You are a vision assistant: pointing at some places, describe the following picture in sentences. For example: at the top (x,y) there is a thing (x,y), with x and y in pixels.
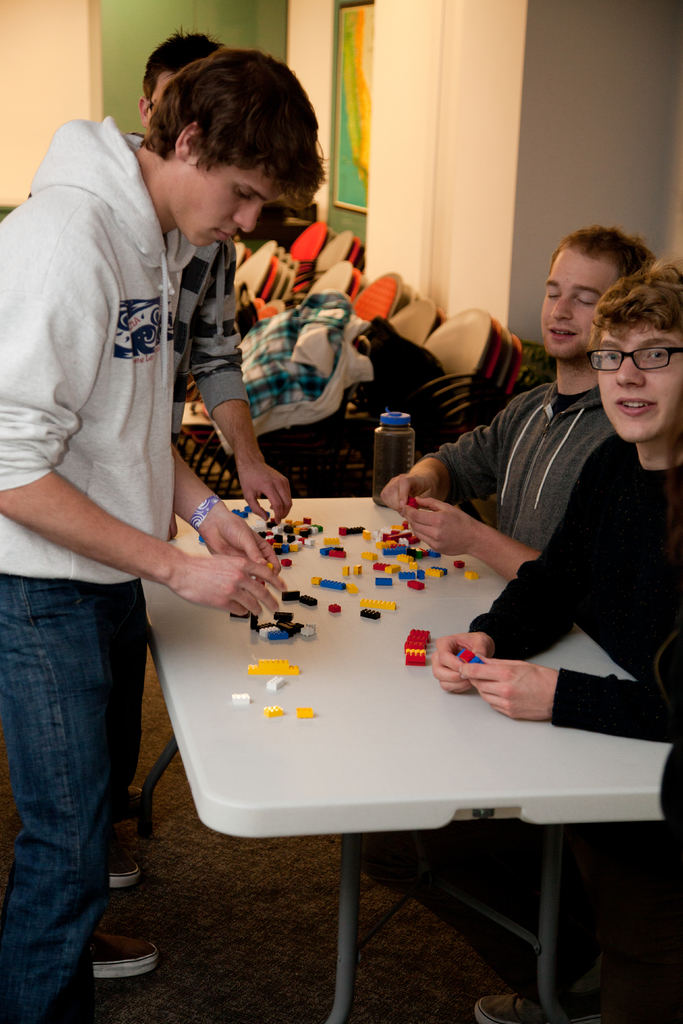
There are two persons (617,423) sitting in the right corner (618,445) and there are two persons (212,350) standing in the left corner (143,354) and there is a table (347,537) in front of them which has some objects (367,605) on it. The background wall (474,114) is white in color.
